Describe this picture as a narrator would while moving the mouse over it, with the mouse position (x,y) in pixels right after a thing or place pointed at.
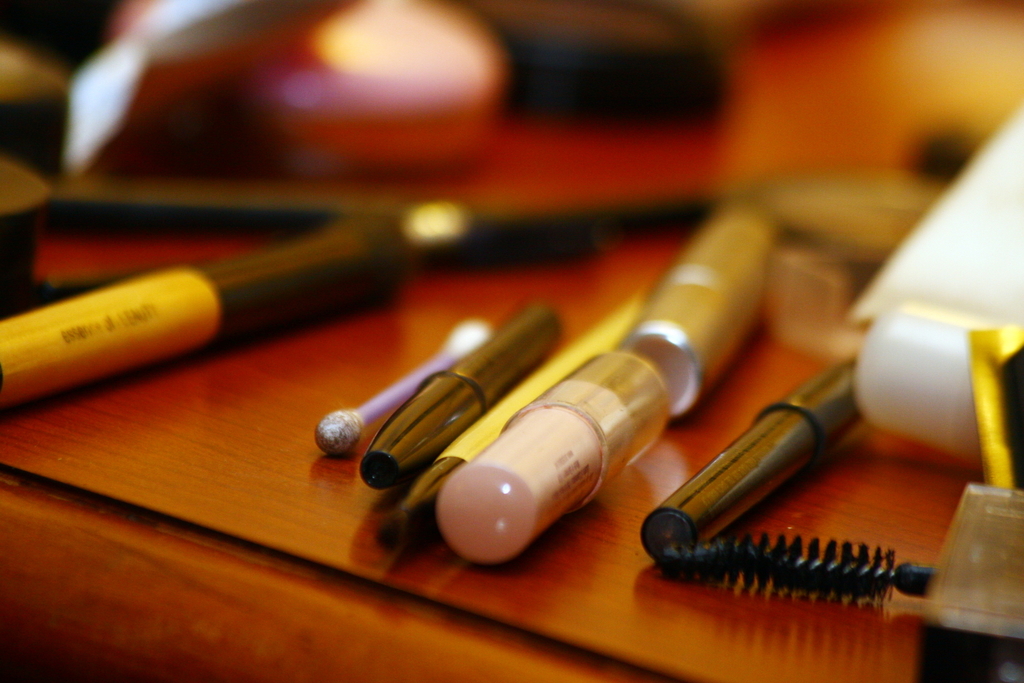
In this picture we can see few things (697,545) on the table (420,296) and we can see blurry background (682,123).
